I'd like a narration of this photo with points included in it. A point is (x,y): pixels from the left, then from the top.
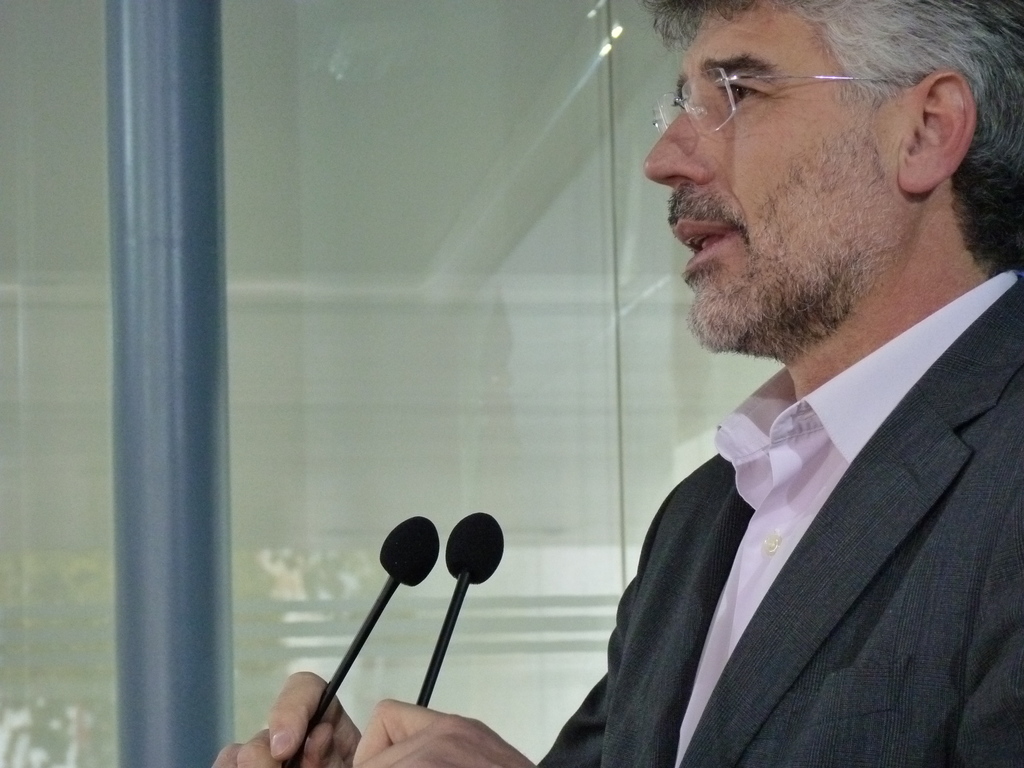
In this image there is a person (405,719) holding a microphone (458,615).
